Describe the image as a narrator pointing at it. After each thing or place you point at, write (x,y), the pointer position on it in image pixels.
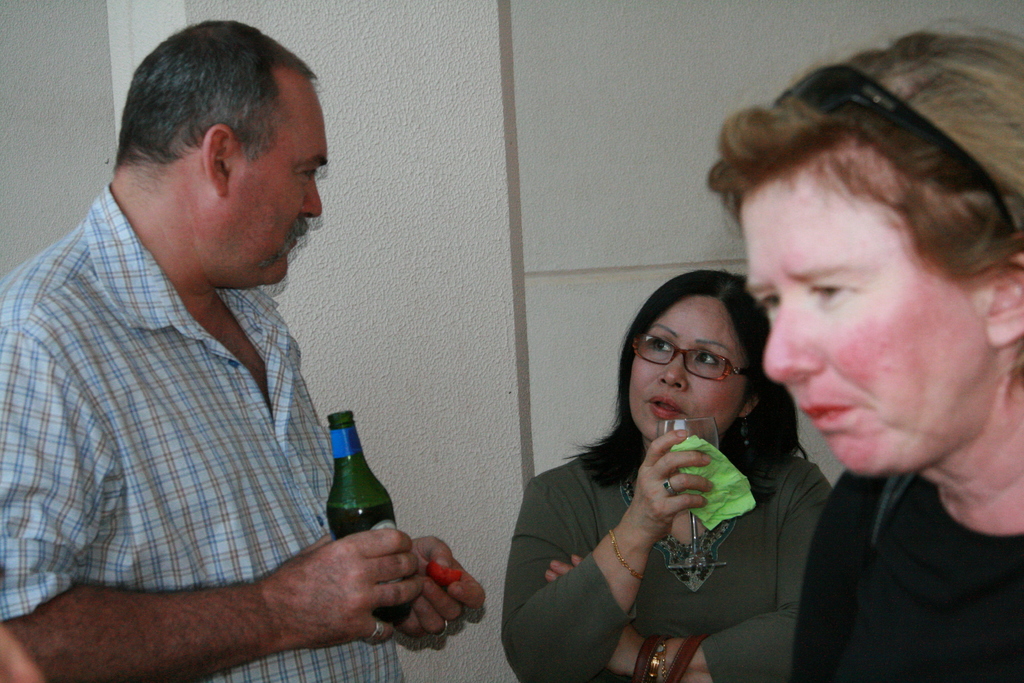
In this Picture we can see one man (269,456) and two women (516,598), A man (160,437) wearing white and blue checks shirt (184,481) is holding a bottle (342,425) in this hand (360,607). And on the right side (695,338) we can a woman (729,346) wearing green t-shirt (750,592) holding a glass (697,432) with green tissue (717,479). Behind we can see white color wall (504,151).
